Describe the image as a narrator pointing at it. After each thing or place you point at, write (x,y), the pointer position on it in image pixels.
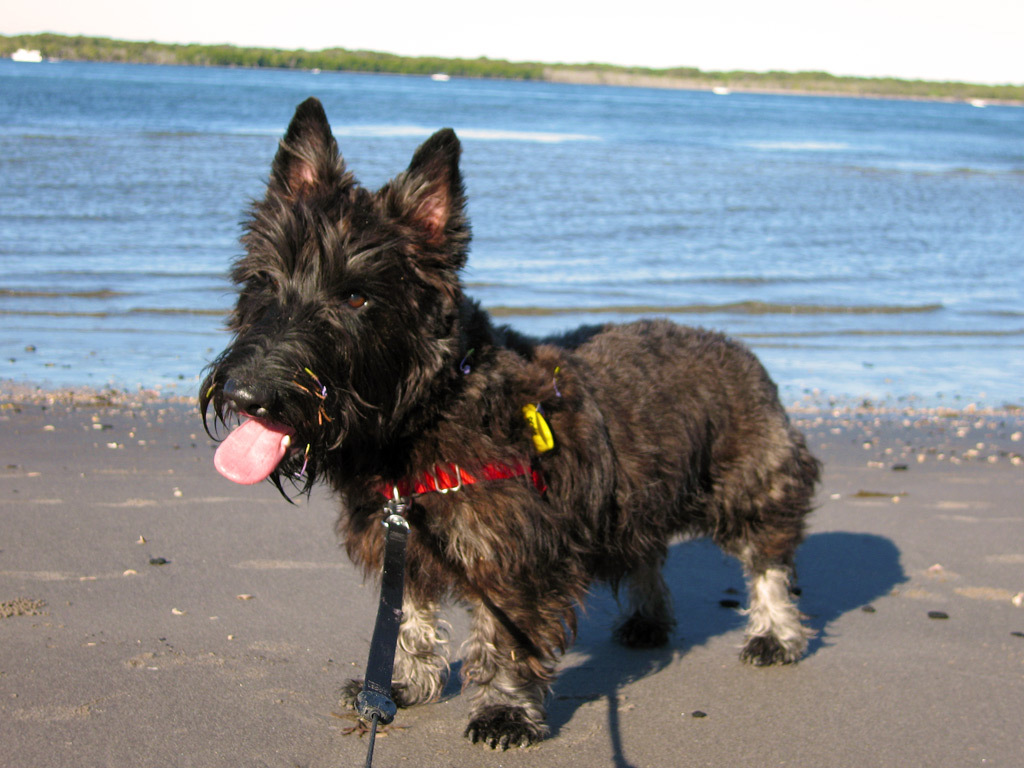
In this image I can see the dog (512,523) and the dog (658,513) is in brown color, background (4,96) I can see the water (535,259), trees (482,66) in green color and the sky (616,35) is in white color.
